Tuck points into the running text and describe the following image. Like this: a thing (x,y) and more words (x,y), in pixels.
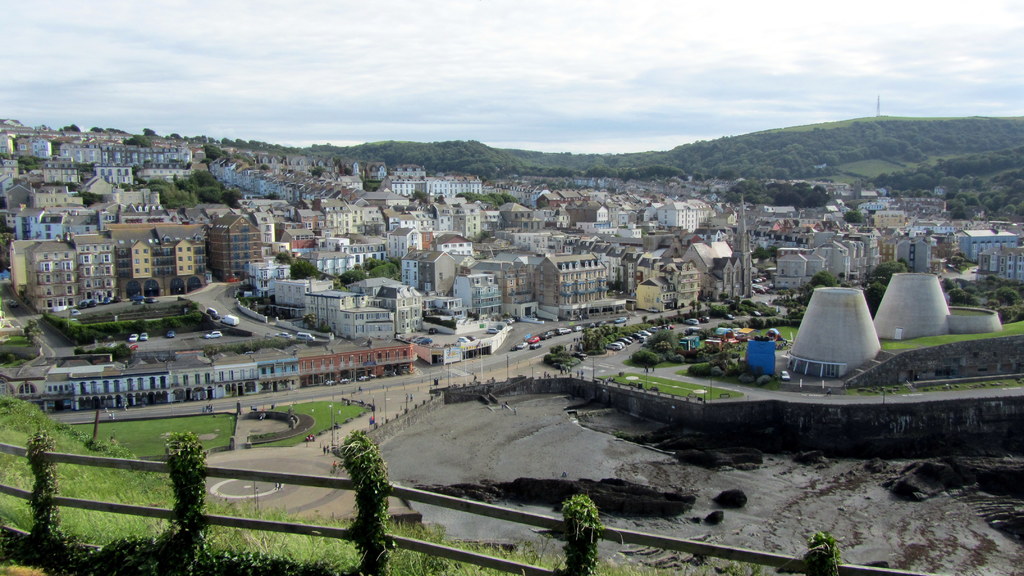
In this picture I can observe buildings (356,224) in the middle of the picture (530,241). In the bottom of the picture (264,527) I can observe railing (472,507). In the background (469,166) there are trees (533,157) and sky (431,68).
